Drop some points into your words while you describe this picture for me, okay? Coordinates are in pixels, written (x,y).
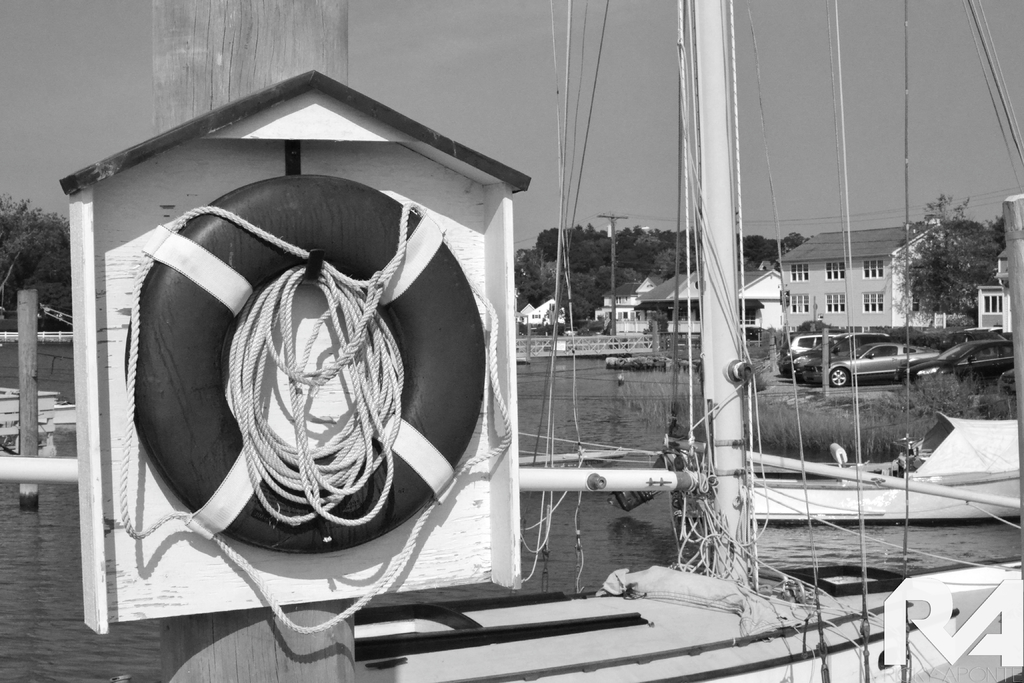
In the foreground (536,631), I can see boats (581,597) in the water (122,628) and metal objects (751,373). In the background (879,368), I can see fleets of vehicles (891,348) on the road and grass (877,423), buildings (819,304), trees (581,309), light poles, bridge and the sky (857,218). This picture might be taken in a day.
